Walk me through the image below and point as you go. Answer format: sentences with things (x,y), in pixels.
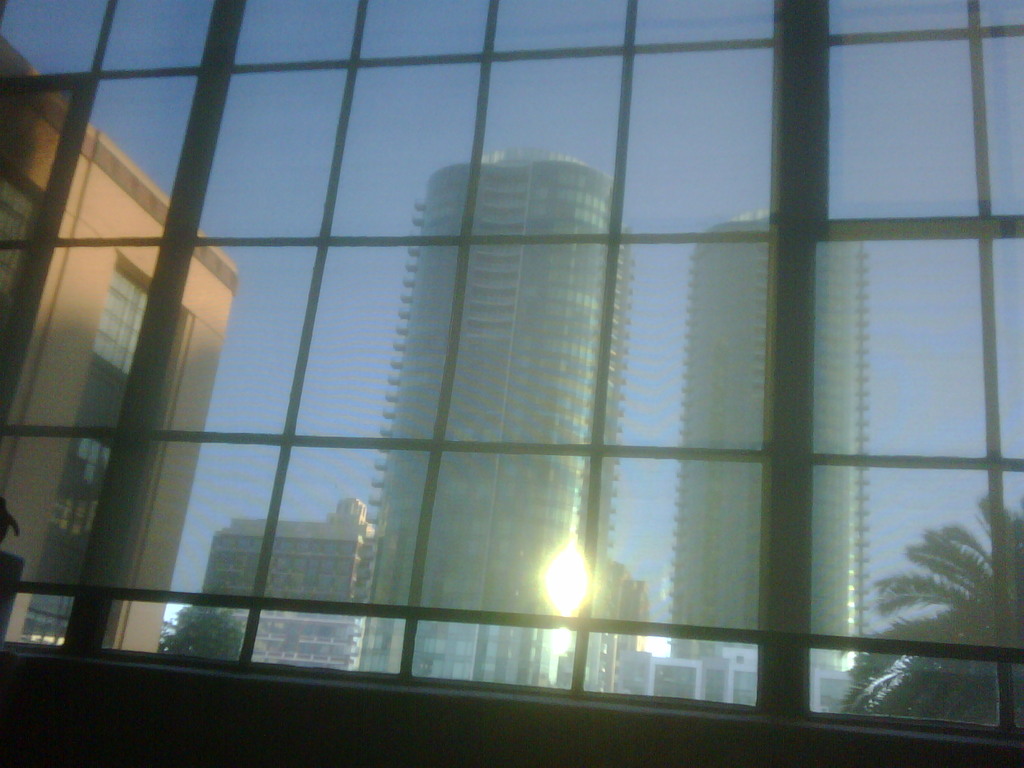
In the image there is a window (427,149) in the foreground (421,148) and behind the window (321,412) there are buildings (561,267) and trees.
